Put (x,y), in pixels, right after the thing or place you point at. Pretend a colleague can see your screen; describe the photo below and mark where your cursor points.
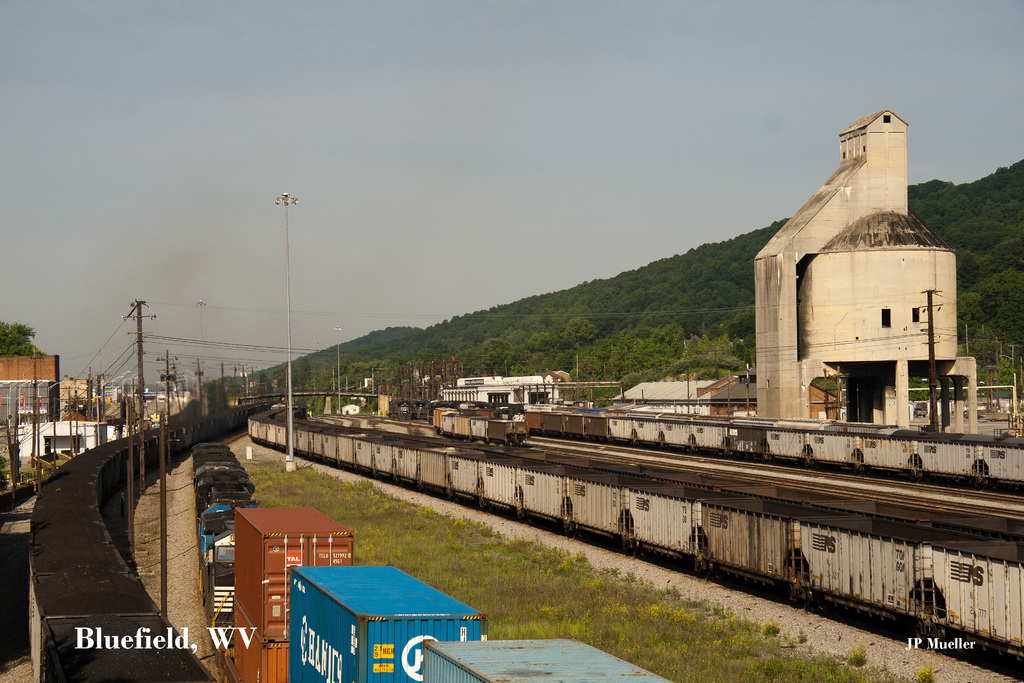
In this image we can see trains (660,479), containers (607,671), poles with wires (221,346) and lights (297,201), there are few trees (588,365), buildings (773,295) and the sky (444,162) in the background (173,192).
